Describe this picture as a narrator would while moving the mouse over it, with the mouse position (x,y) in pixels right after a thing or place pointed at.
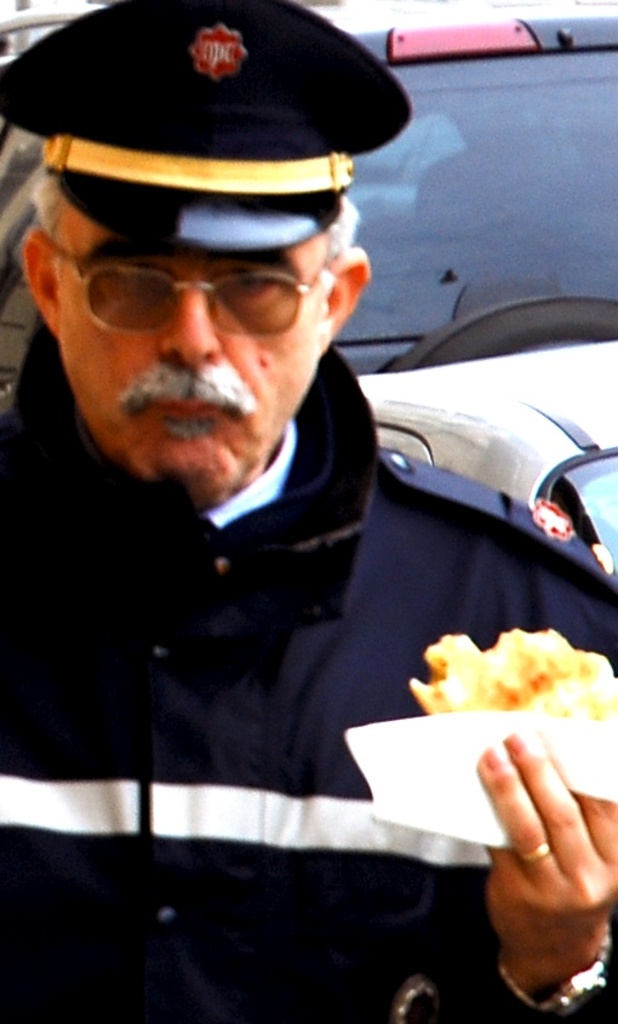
In the picture we can see a policeman (39,674) holding a food item (608,678) in his hand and behind him we can see a part of the vehicle (576,357) with a windshield (492,152).
